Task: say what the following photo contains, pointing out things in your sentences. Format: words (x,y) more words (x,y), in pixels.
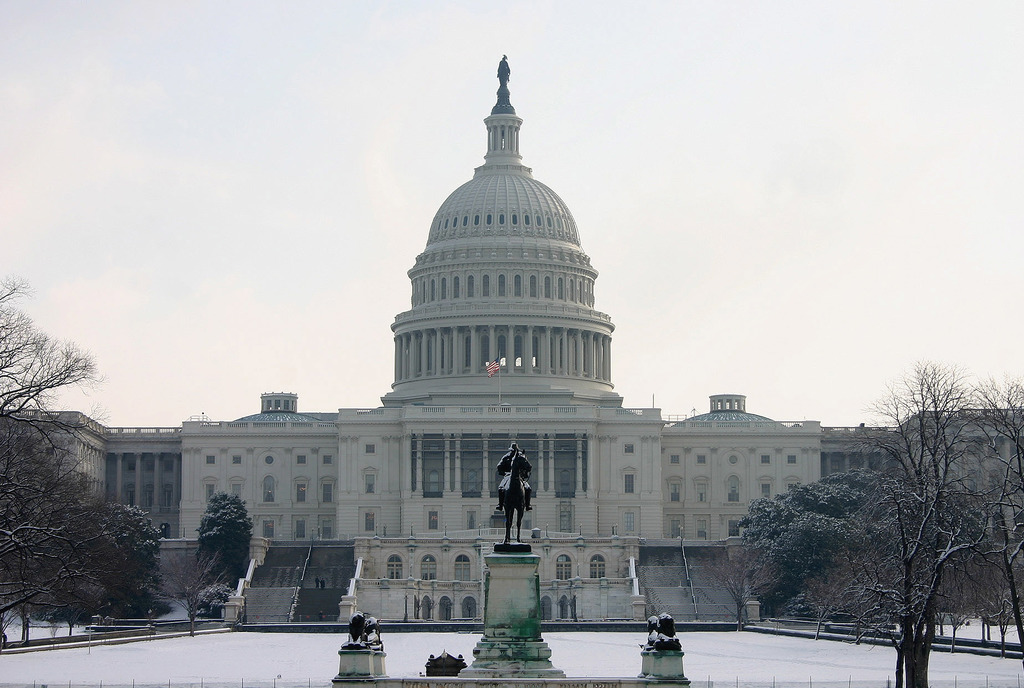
This is a united states capitol building (545,488). Here we can see a sculpture (513,507). Everywhere there is a snow (218,672) white in color, we can even see there are trees (132,606) and stairs (291,578). These are the windows (328,497) of the building (336,483). Here we can see a flag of the country and a white sky (137,246).
